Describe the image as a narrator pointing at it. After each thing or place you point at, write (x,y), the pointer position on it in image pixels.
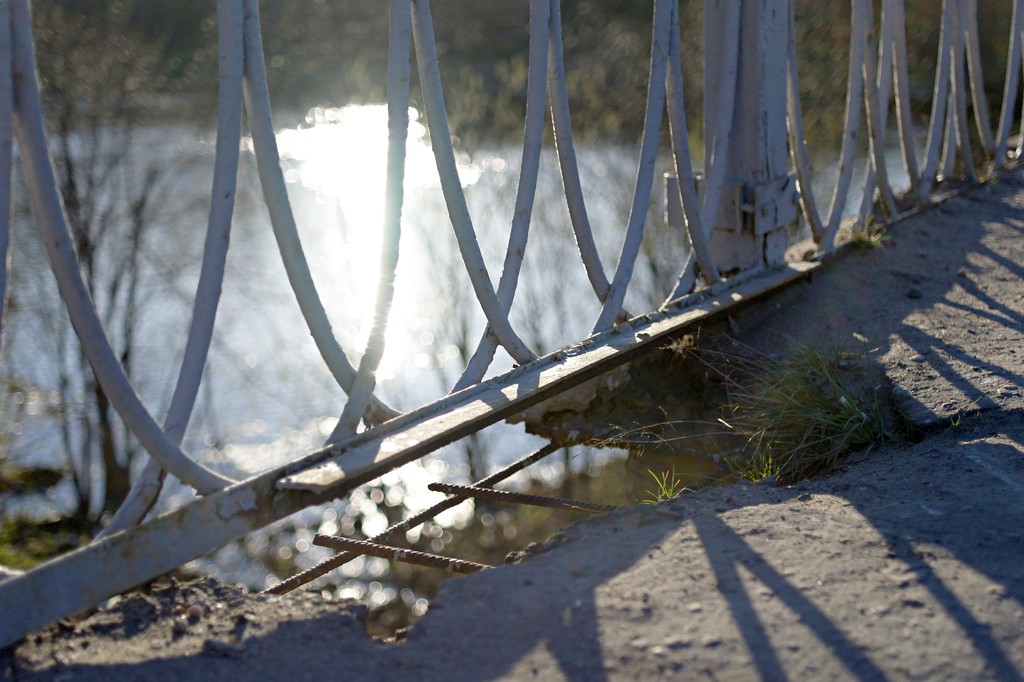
In this image I can see there grass (825,415) on the ground (732,585). To the side there is a railing (472,240). In the back (315,228) I can see the water (328,151) and many trees (334,66).
